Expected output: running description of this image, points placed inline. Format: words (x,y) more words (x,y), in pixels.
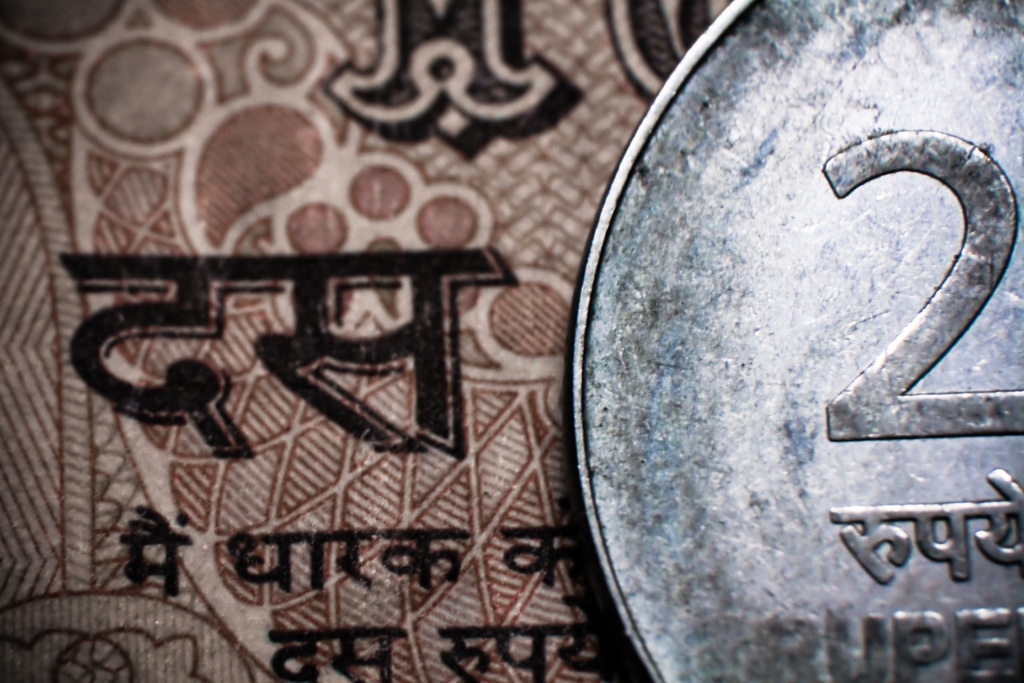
In the image we can see there is a silver coin (764,451) and a paper (321,262). On the paper (375,482) matter (471,676) is written in hindi and there is number ¨2¨ (858,379) on the silver coin (771,511).
